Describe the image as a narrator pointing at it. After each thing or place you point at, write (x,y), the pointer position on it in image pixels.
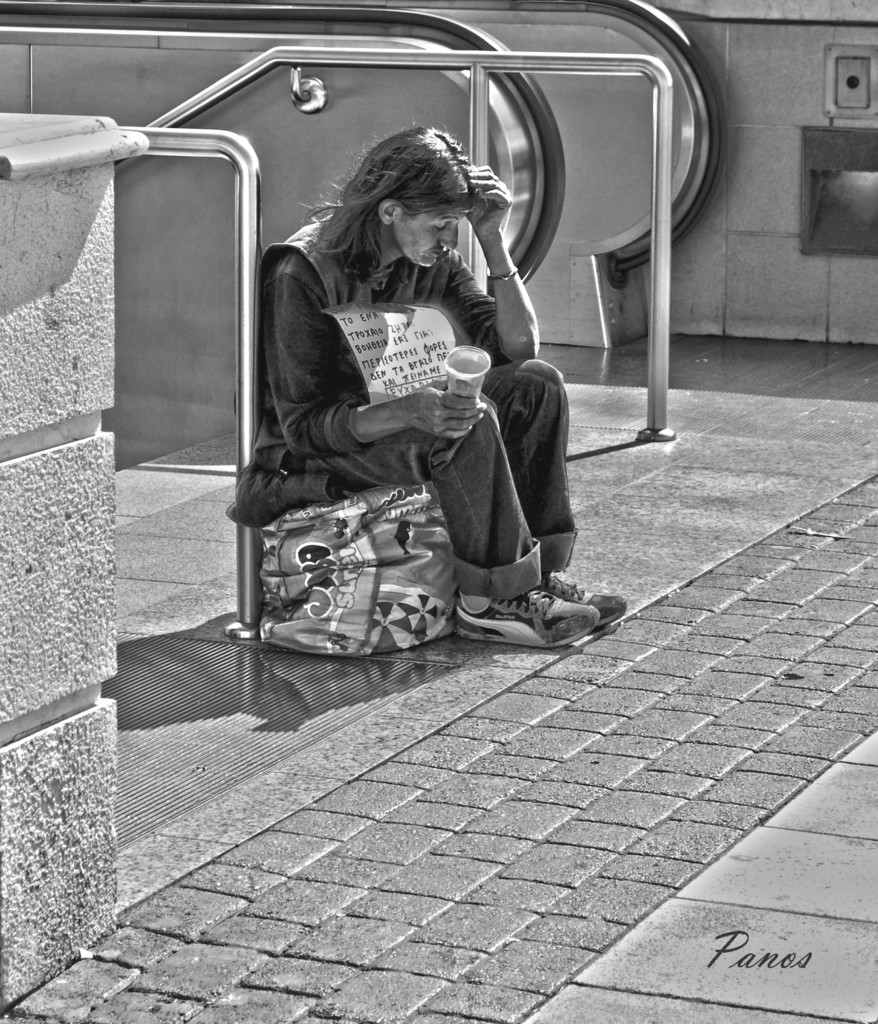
This image is a black and white image. This image is taken outdoors. At the bottom of the image (426,913) there is a floor (354,815). In the background (614,332) there is an escalator (635,94). There is a railing (243,151) and there is a wall (766,138). In the middle of the image (327,377) a person (297,471) is sitting on the bag (365,541) and she is holding a glass (460,383) in her hand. On the left side of the image (66,611) there is a wall (54,433).
